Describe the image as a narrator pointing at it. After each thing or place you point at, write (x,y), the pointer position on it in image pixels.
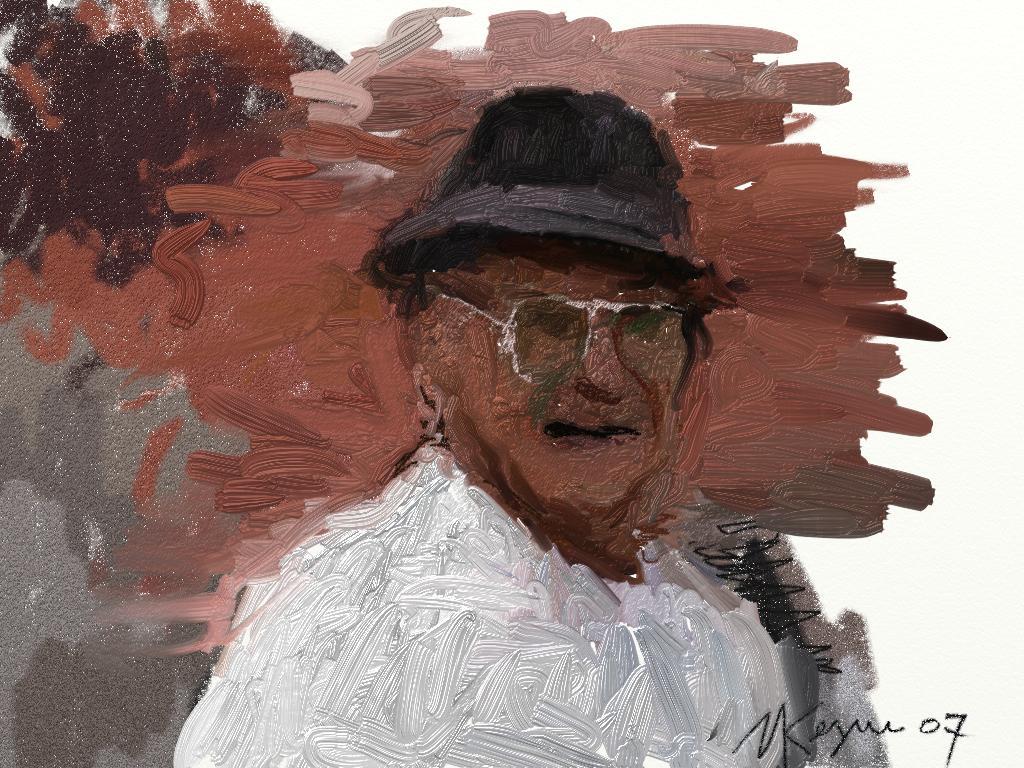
In this image I can see painting (404,421) of a person (388,542). On the right bottom side (960,738) I can see something is written. I can see color of this painting (392,364) is brown, black, grey and white.
